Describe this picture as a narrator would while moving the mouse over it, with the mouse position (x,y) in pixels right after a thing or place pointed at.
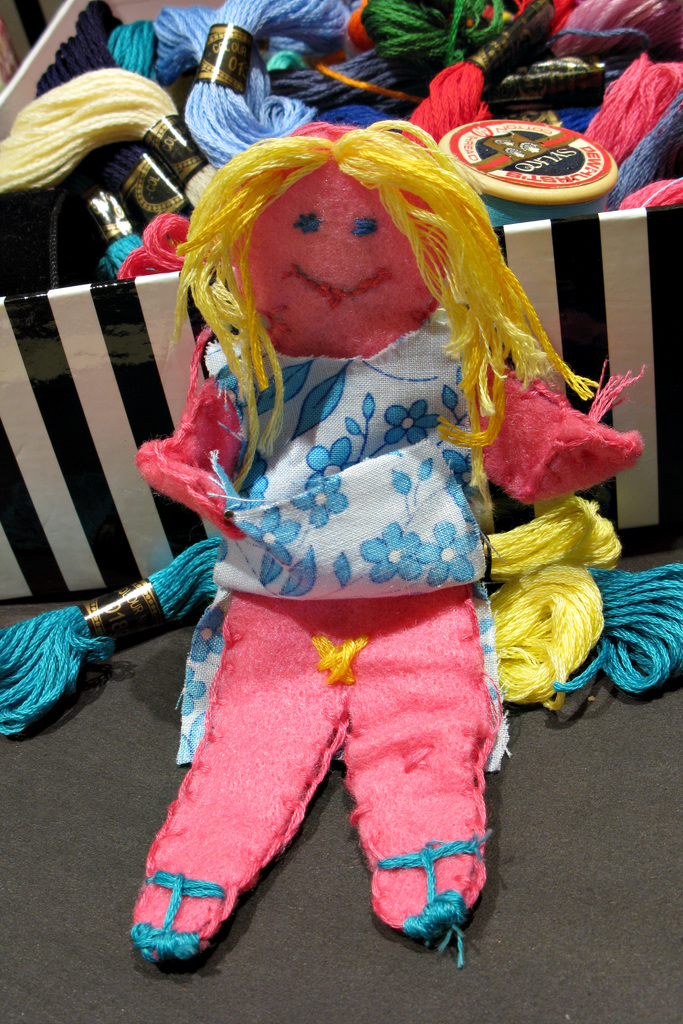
In the picture there is a doll (438,574) present which is made of wool (486,722), behind the doll (486,307) there is a box (682,236), in the box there are many wool rolls (653,163) present.
